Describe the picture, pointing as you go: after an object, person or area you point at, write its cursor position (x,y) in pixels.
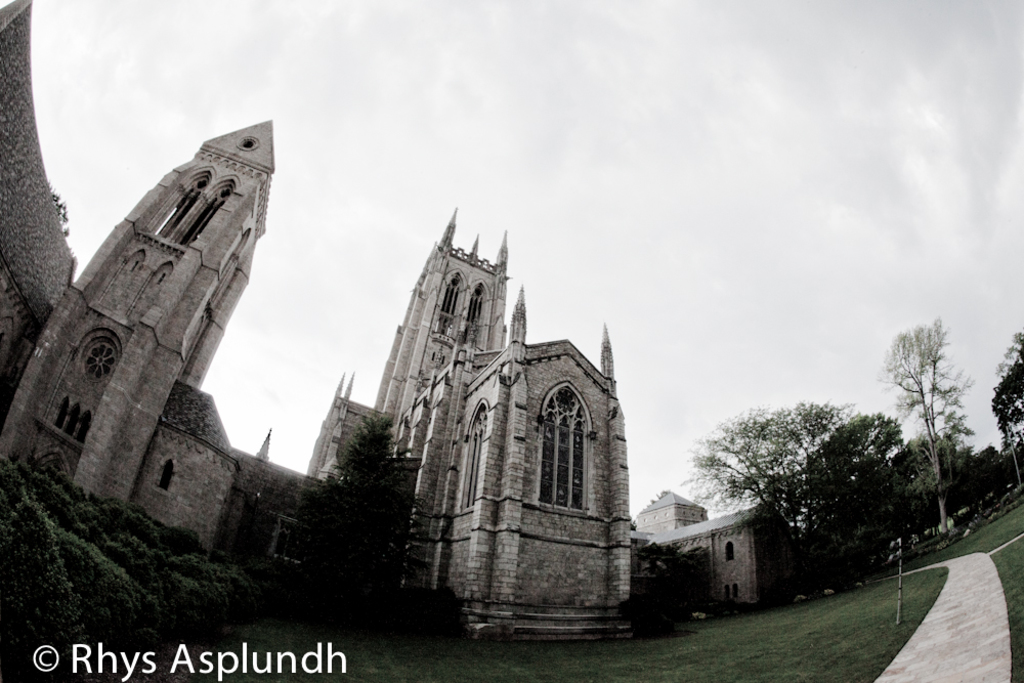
In this image we can see a cathedral (443,515) and there are some plants (808,597), trees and grass (627,642) on the ground (825,640) and at the top (766,83) we can see the sky (636,83). There is some text (182,663) on the image.
